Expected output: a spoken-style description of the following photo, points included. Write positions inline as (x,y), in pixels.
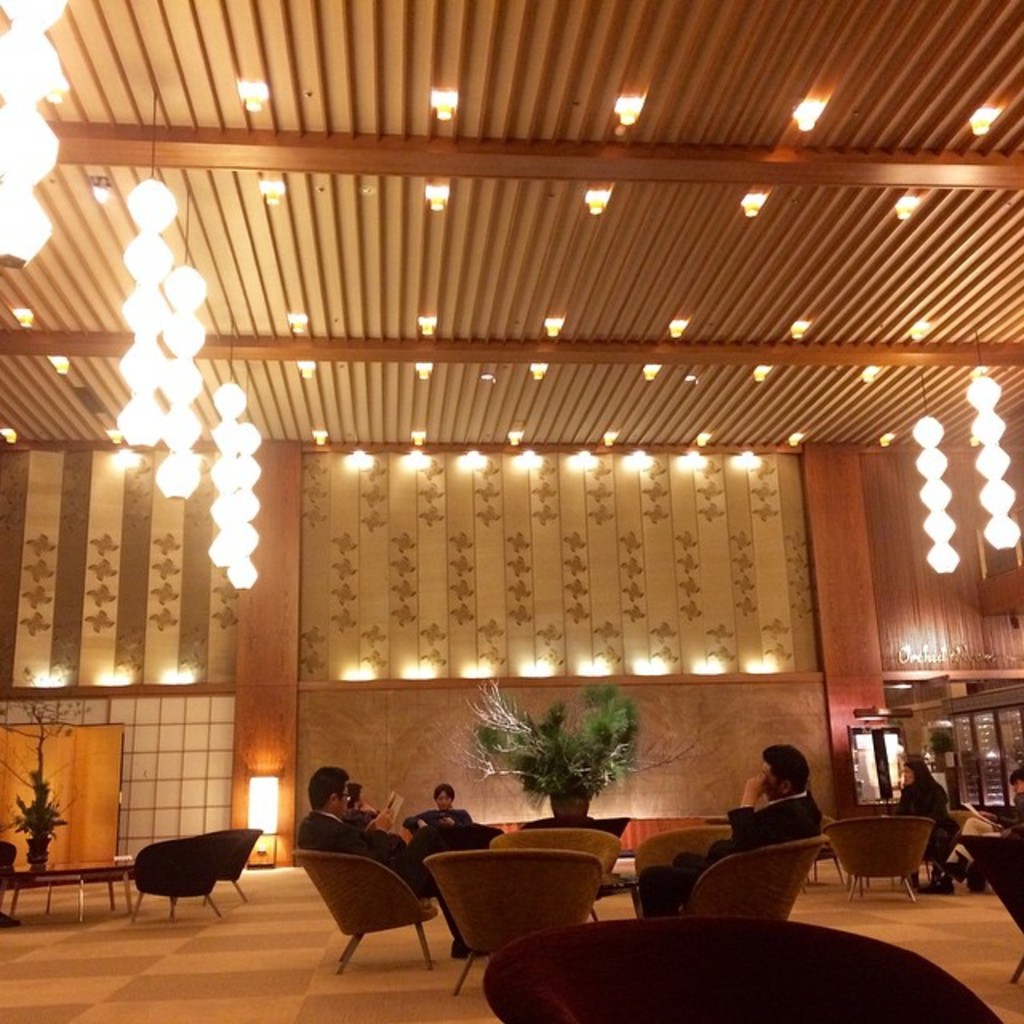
In the center of the image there are people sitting in chairs (360,919). In the background of the image (515,701) there is wall (321,614). At the top of the image (34,136) there is ceiling (421,136) with lights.
